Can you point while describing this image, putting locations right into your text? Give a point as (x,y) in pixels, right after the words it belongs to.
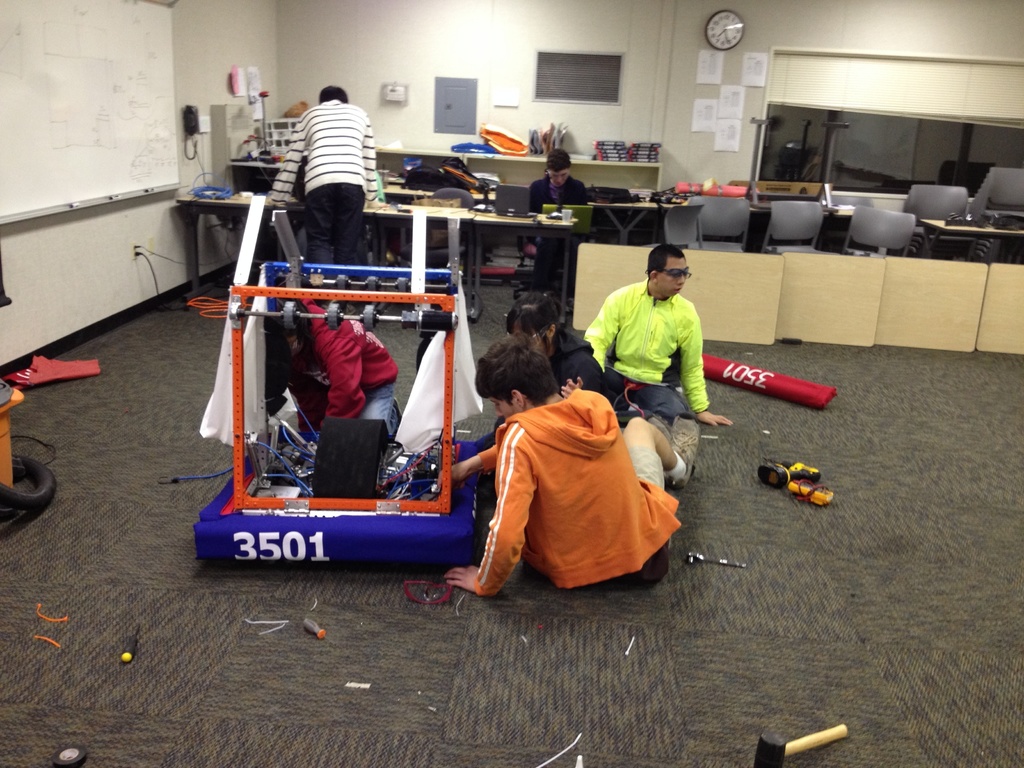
In this image few people (608,443) are sitting on the floor (747,593). Few chairs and tables (760,298) are on the floor (806,360). Few objects (620,189) are on the tables (377,207). Left side (341,210) a person (330,204) is standing. Before him there is a table (401,184). Left side (16,193) a board (115,121) attached to the wall (201,79). Beside there is a telephone (188,123) and few objects (230,90) are attached to the wall (688,32). There is a frame (547,95), clock (731,36), few posters (728,104) are attached to the wall (726,154) having a window (845,140). Few objects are on the floor (296,586). A person (579,204) is sitting on the chair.
